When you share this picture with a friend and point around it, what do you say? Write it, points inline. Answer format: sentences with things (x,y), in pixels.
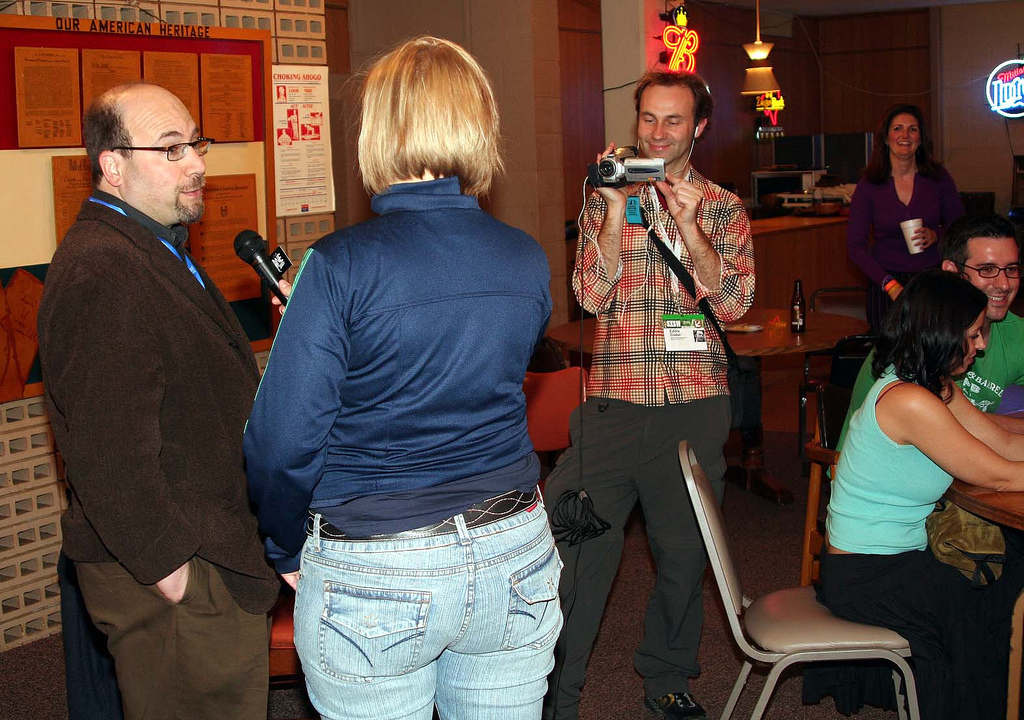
The woman (417,288) in blue color jacket (439,271), holding a mic (248,242). In front of her, there is a man (134,262) standing and talking. On the right hand side (927,456), there is a woman (954,334) and man (969,379) sitting and laughing. In the background (664,270), there is a man (666,173) standing and holding camera (630,173). There is a woman (919,166) standing and laughing, light (766,46), wall (887,97), hoarding (1022,96) and some other materials (790,315).
